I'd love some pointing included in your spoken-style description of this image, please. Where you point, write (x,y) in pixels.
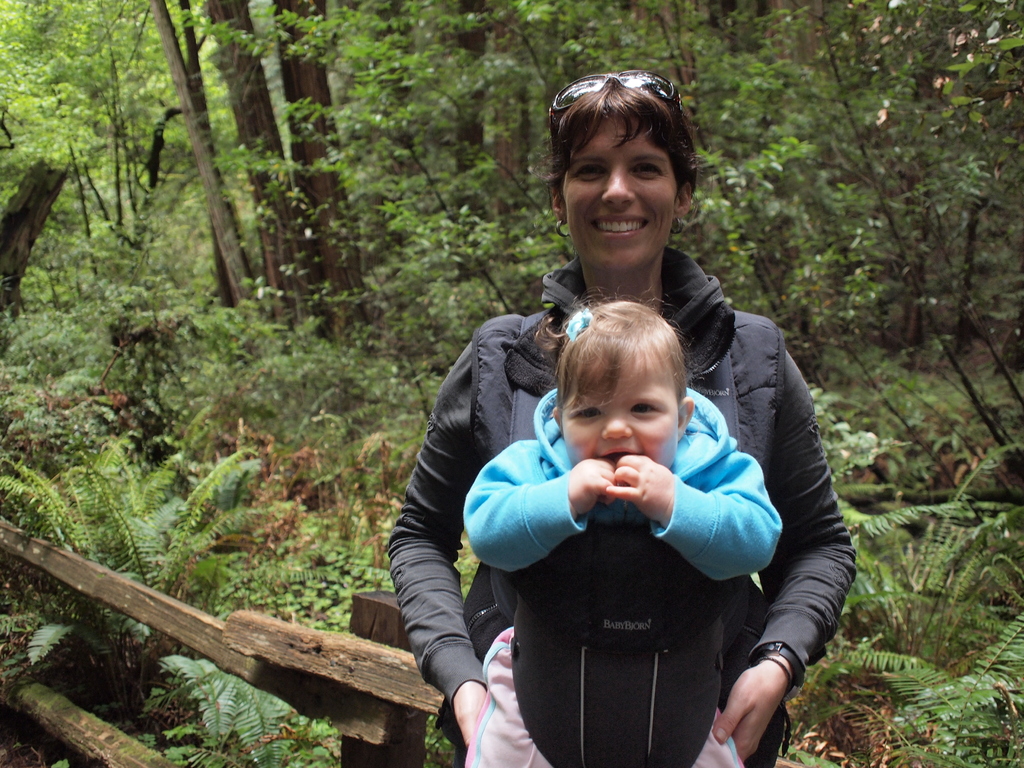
In this picture I can see a woman (533,329) carrying a baby (631,481), behind there are some trees (129,251) and grass (56,462).
